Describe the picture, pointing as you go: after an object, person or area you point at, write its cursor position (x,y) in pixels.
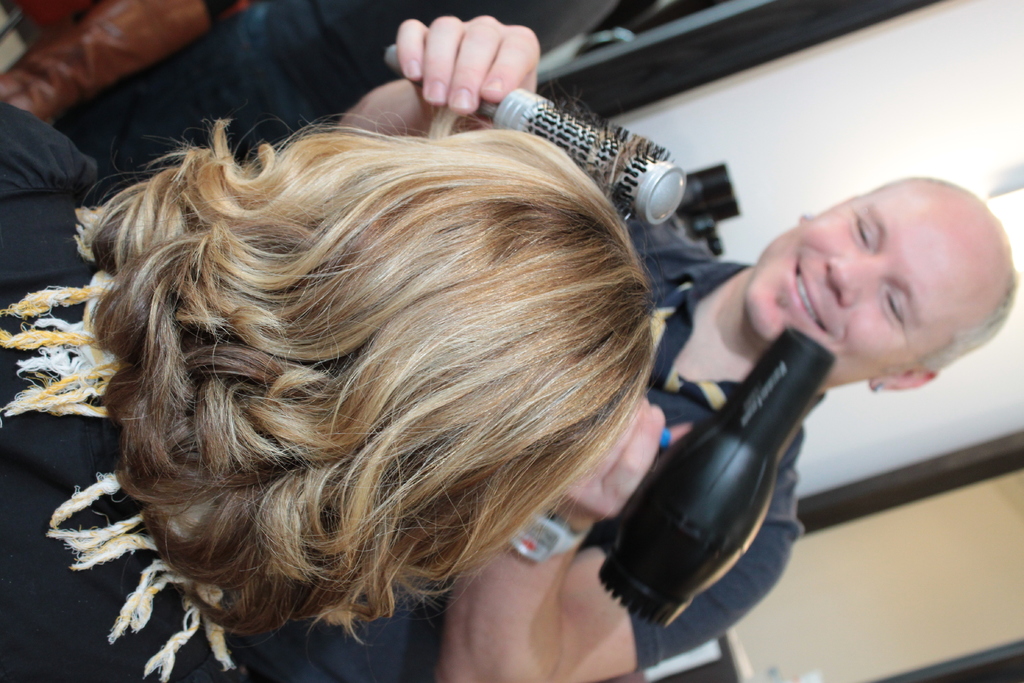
This picture is in rightward direction. Towards the right (857,293), there is a man (808,271) holding a brush (675,214) and a hair dryer (767,431). Towards the left (87,395), there is a woman (341,283).
